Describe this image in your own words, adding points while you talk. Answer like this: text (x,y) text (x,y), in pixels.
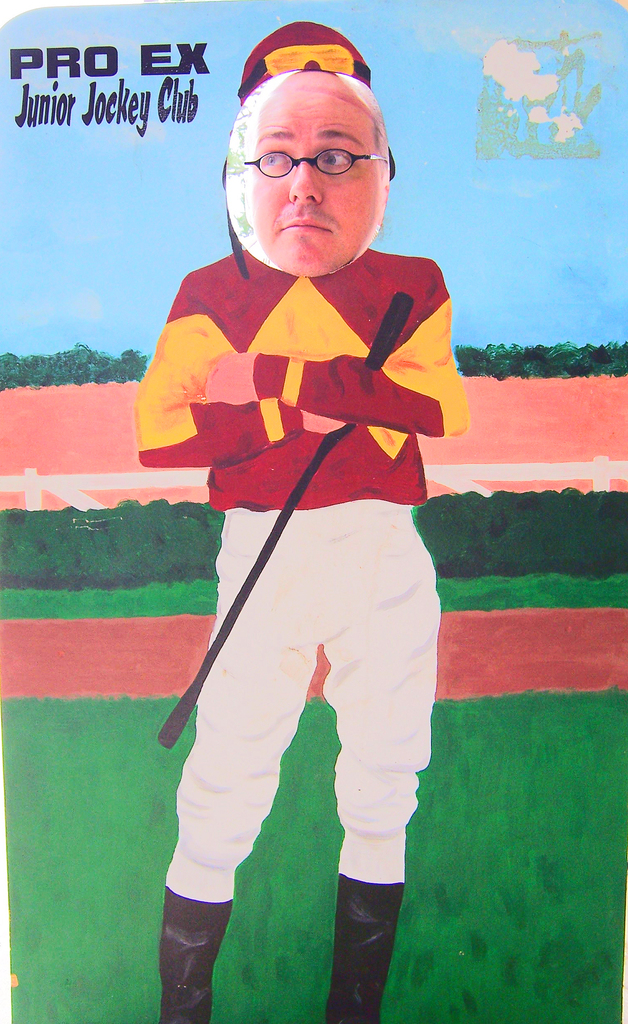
In this image I can see the poster (372,433). In the poster (397,448) I can see the person (390,499) with the red, yellow and white color dress (329,478) and the person (321,211) is also wearing the specs (265,163). In the background (132,535) I can see many trees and the sky (134,60).
